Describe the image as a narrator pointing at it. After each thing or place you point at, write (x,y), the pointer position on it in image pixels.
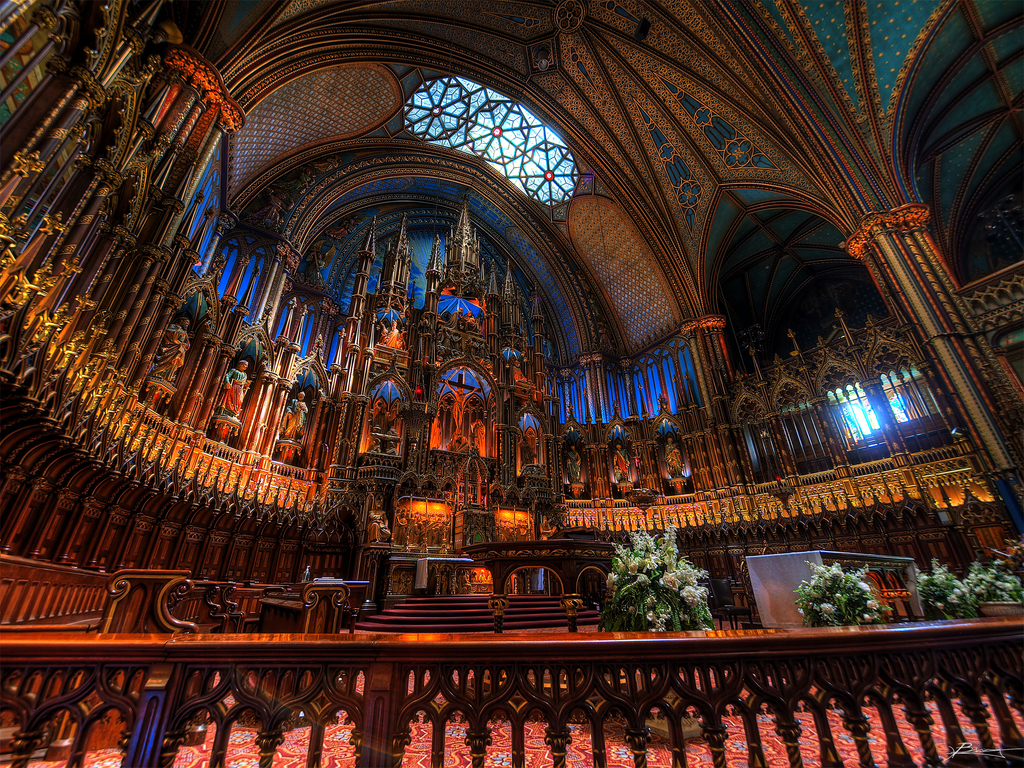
In this image we can see there are house plants (808,620), stairs (443,608) and railing (445,637). And at the top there is the window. And there are sculptures (186,336) and design (546,284) to the wall (508,367).
